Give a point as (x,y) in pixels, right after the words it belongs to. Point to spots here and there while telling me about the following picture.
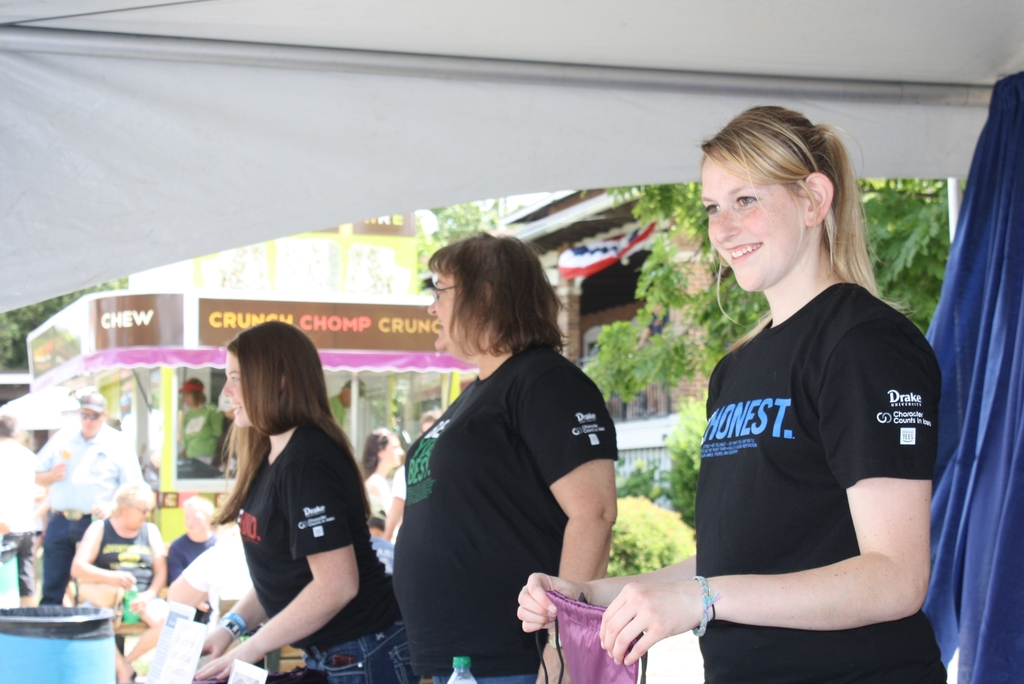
In this image I can see a crowd (360,652) on the road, curtain (947,416), tent (40,111), vehicles (271,317), trees (683,348) and a building (603,324). This image is taken may be during a day.
